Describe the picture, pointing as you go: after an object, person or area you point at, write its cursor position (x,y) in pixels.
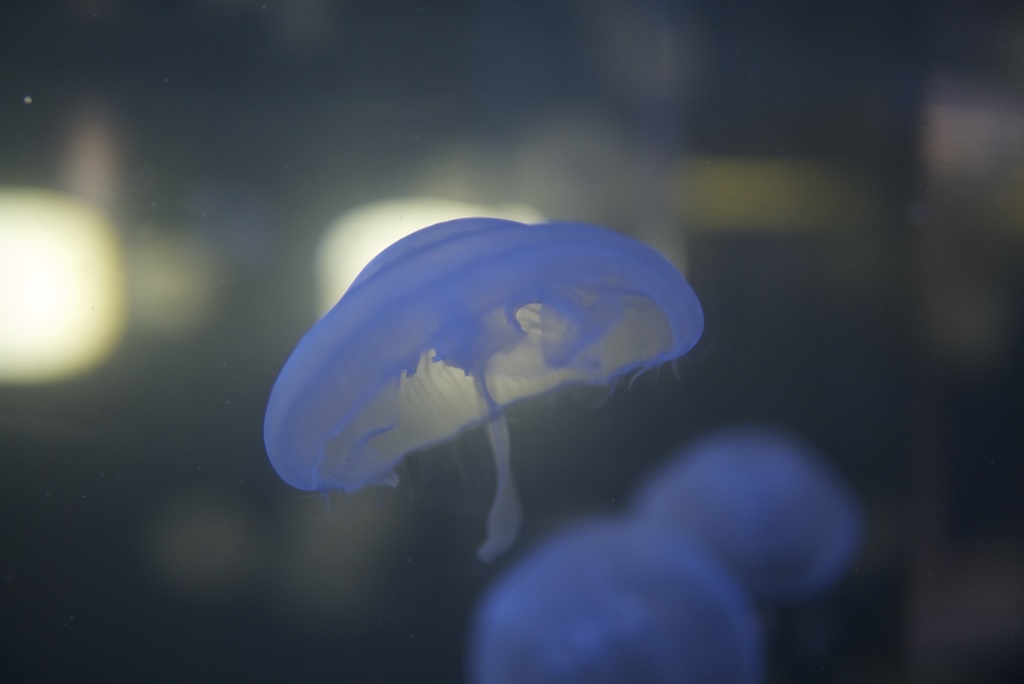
In this image I can see few blue colored jellyfish (603,300). Background (66,285) is blurred.
